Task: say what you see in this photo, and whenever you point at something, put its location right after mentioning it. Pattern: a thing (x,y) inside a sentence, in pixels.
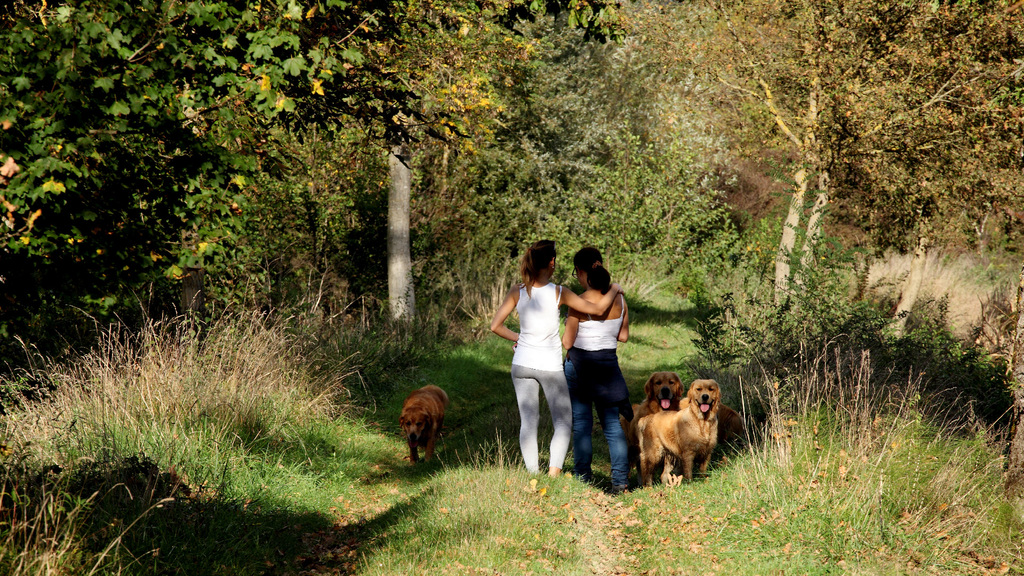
In the picture we can see a grass surface (561,477) with dried grass (756,466) and two women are standing together and they are in a white top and beside them, we can see some dogs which are brown in color and some are cream in color and in the background (862,290) we can see full of plants (814,271) and trees (624,161).
